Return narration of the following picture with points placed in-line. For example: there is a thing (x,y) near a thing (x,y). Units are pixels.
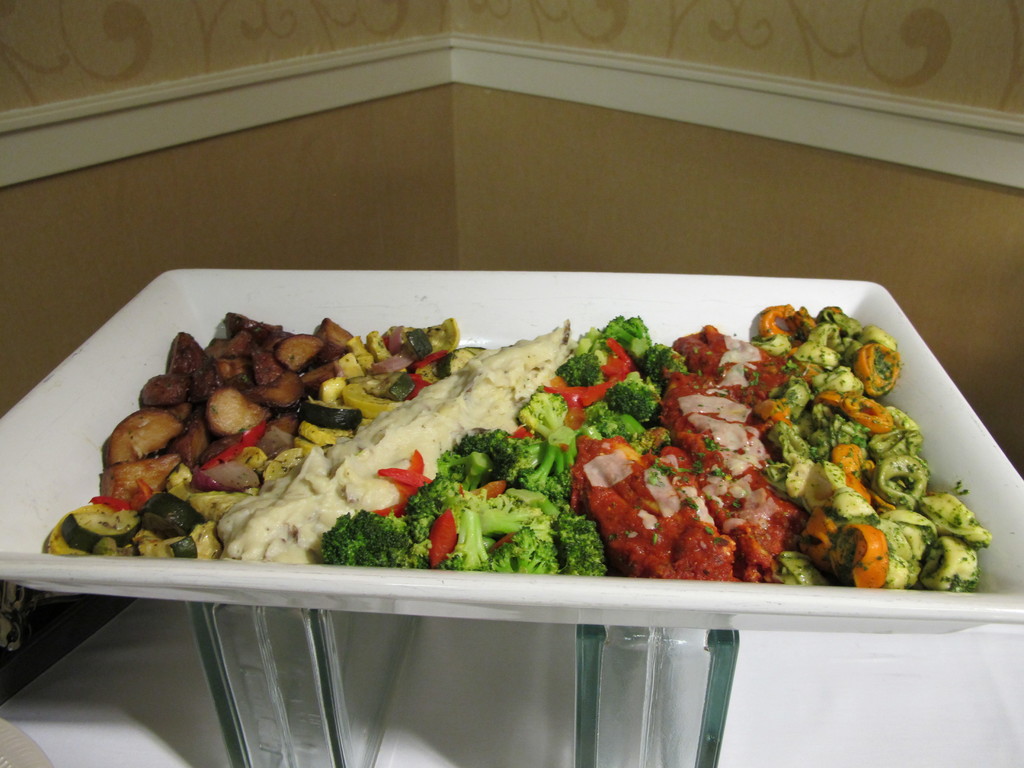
This image consists of a plate (403,570) in which there is a food (473,372). The plate (415,587) is white color is kept on the glass stands (323,698) on the table (443,716). In the background (204,159), there is a wall (371,159) in cream color.
